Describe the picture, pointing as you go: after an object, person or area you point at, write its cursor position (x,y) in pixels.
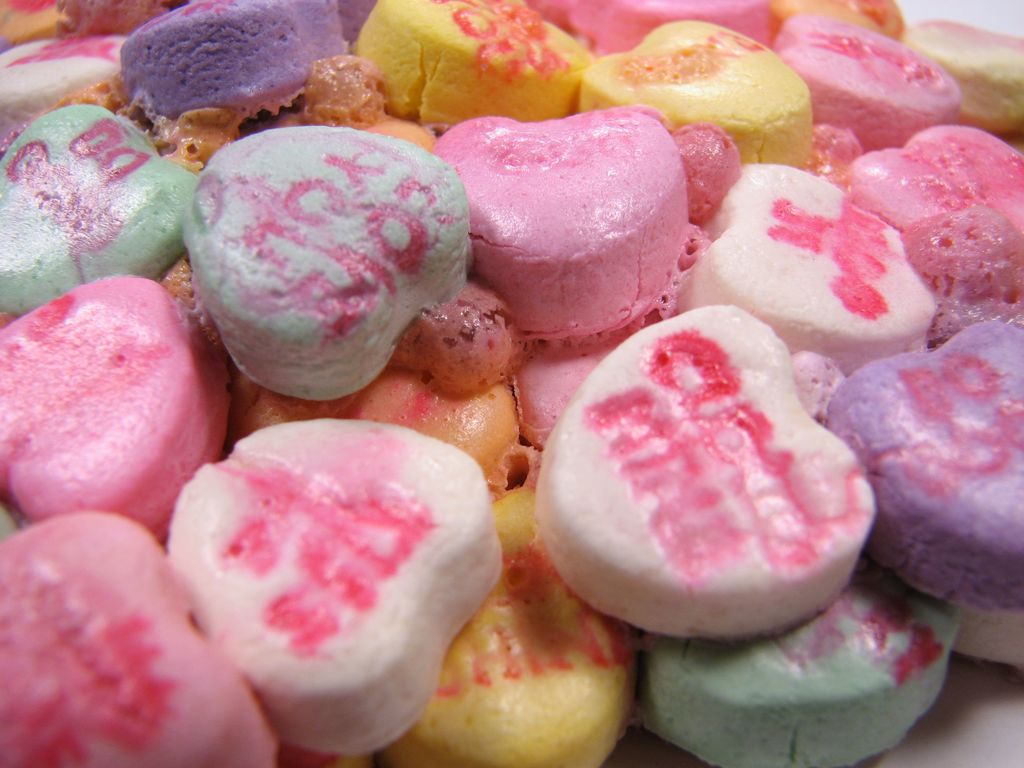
There are candies (129,231) in different colors arranged. And the background (982,743) is white in color.
